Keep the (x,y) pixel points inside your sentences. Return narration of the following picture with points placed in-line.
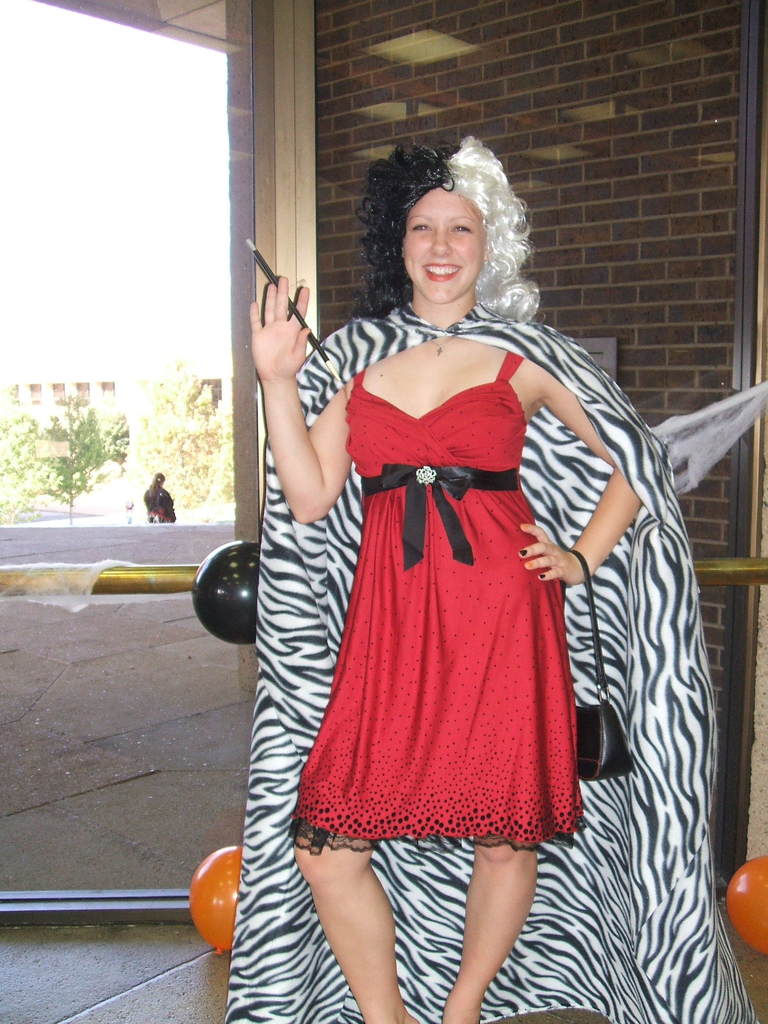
In this image there is a girl (446,504) standing with a smile on her face (450,266) and she wears a wig (412,187) on her head (430,212) and she is holding an object (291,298) in her hand (277,347), behind her there is a wall (571,187) and a glass door (84,670) and there are few balloons (750,908) on the floor (197,962). From the glass door (219,746), we can see there is a girl (149,500), buildings (64,394) and trees (77,432).
